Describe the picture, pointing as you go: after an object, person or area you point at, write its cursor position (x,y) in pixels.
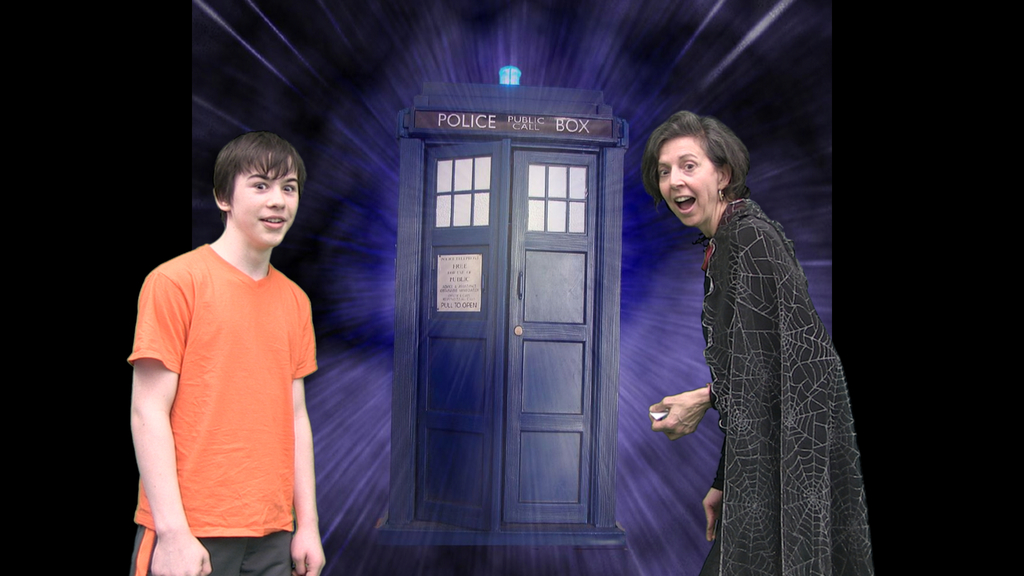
This is an edited picture. I can see two persons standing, and in the background (570,315) it is looking like a blue police box (456,319).
